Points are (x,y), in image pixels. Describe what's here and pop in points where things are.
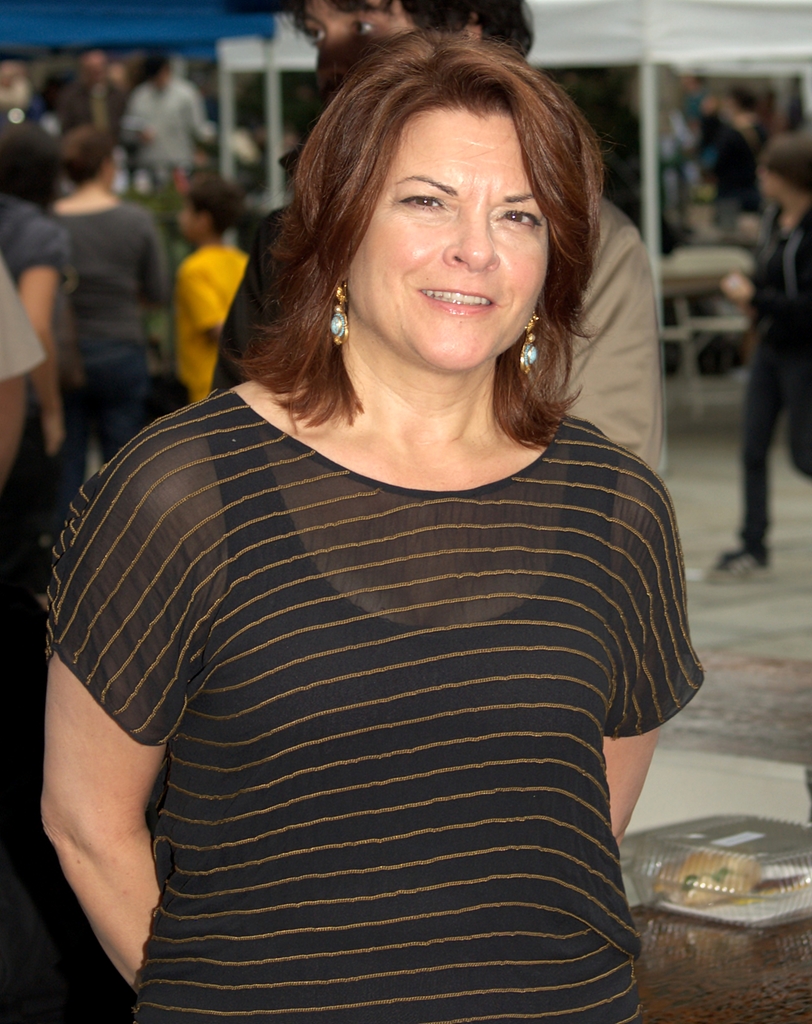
In this image we can see a lady (403,791). In the back (28,90) there are many people (27,187). In the right bottom corner (776,882) there is a box (726,891) with a food item (746,888). In the background (666,56) there are tents (577,6). And it is blurry in the background (673,153).
